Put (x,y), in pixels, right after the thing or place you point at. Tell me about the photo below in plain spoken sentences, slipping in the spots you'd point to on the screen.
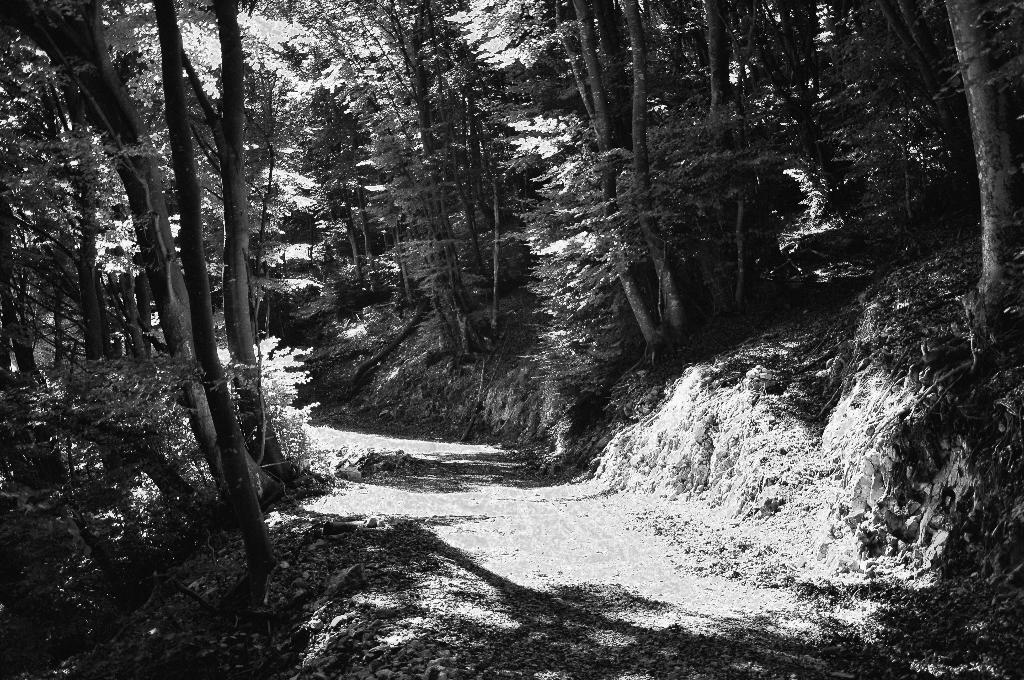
This is black and white picture, in this picture we can see trees (321,220) and path (415,639).
